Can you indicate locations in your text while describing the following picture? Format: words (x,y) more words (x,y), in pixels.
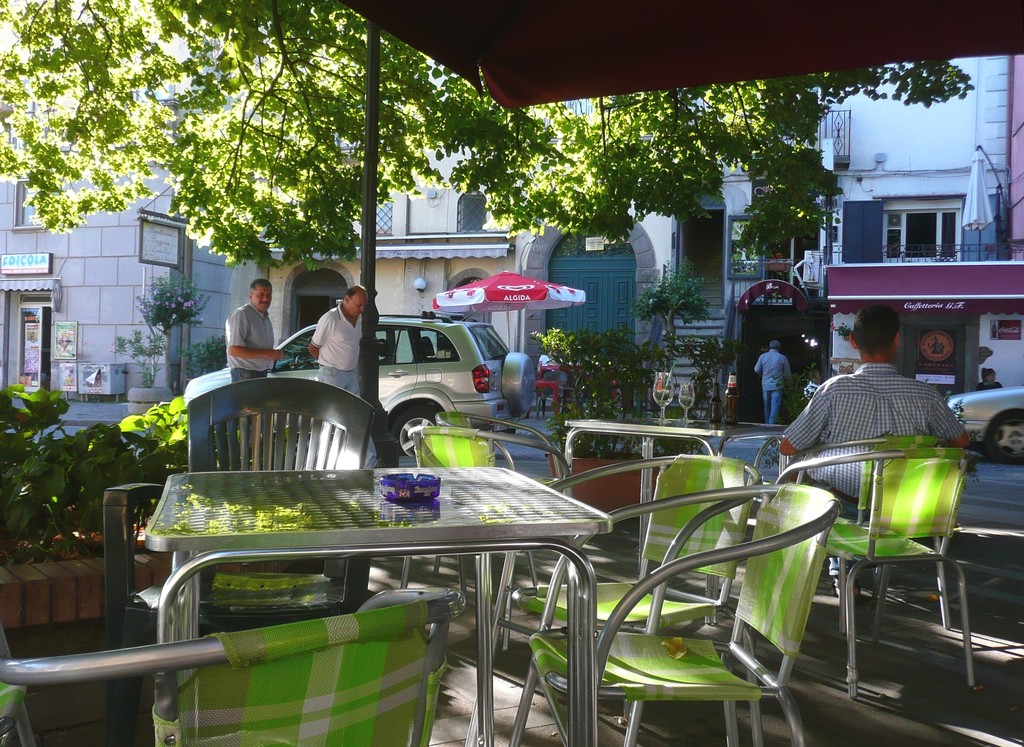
In this image I can see number of chairs (961,478), few tables (707,428) and two glasses (686,406). I can also see few people (264,321), vehicles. In the background (848,243) I can see number of buildings (443,219) and a tree (72,179).
